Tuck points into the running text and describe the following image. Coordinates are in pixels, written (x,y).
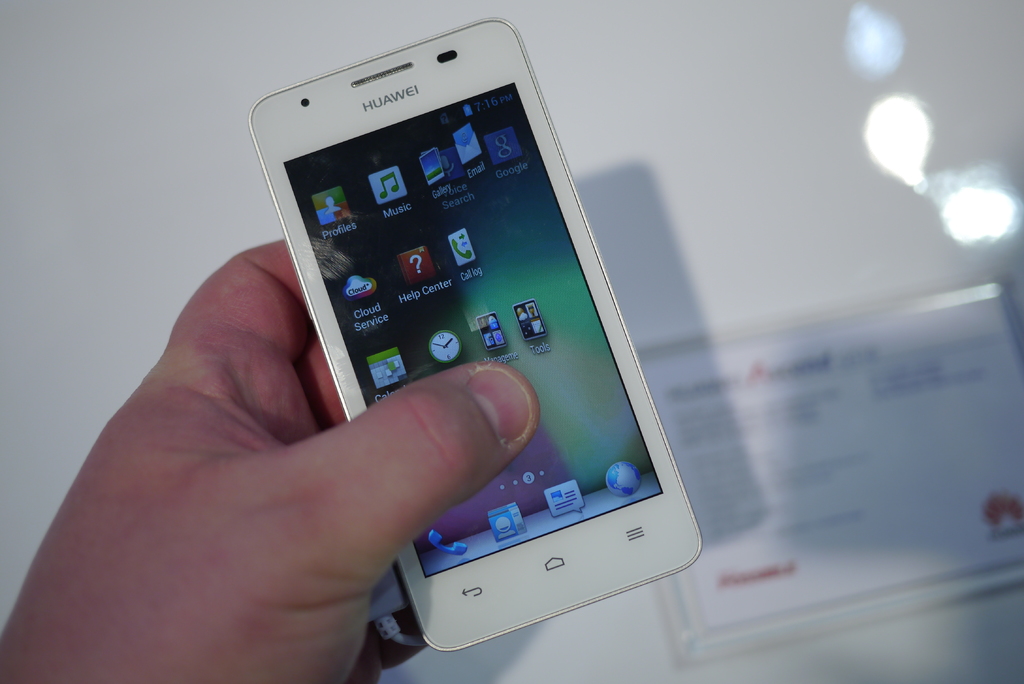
In this image there is a hand (228,660), mobile (297,148) in the foreground (281,160). And there is a frame (728,557) on the wall (702,310) in the background (707,454).
